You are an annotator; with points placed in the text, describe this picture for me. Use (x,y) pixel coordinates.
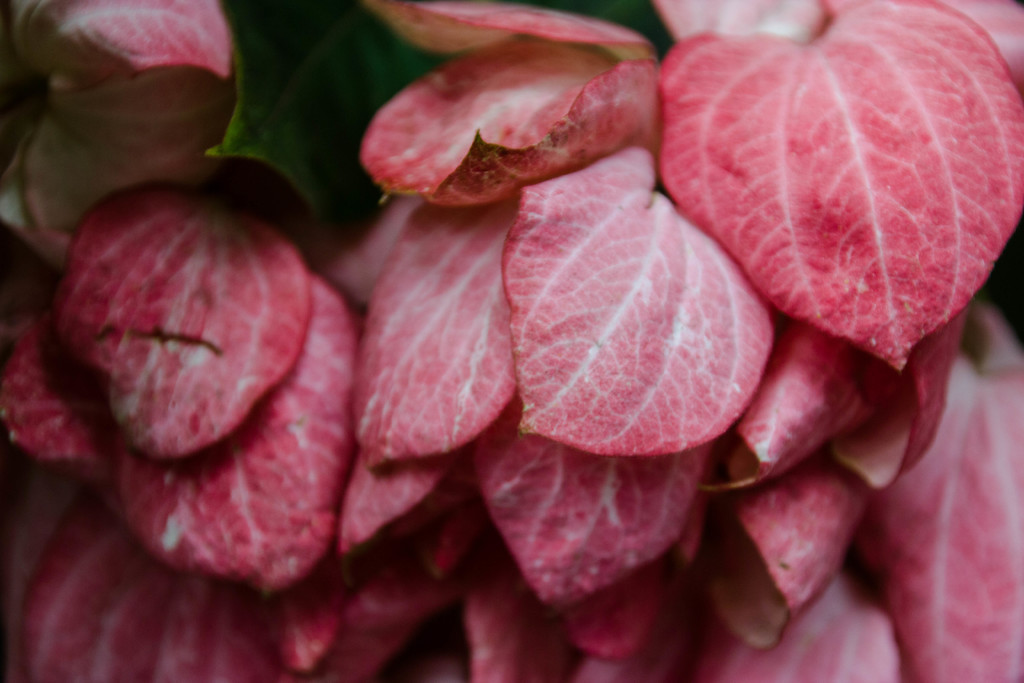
In the picture we can see a group of leaves (884,566) which are red in color and in the middle of it, we can see a part of green color leaf (254,17).
